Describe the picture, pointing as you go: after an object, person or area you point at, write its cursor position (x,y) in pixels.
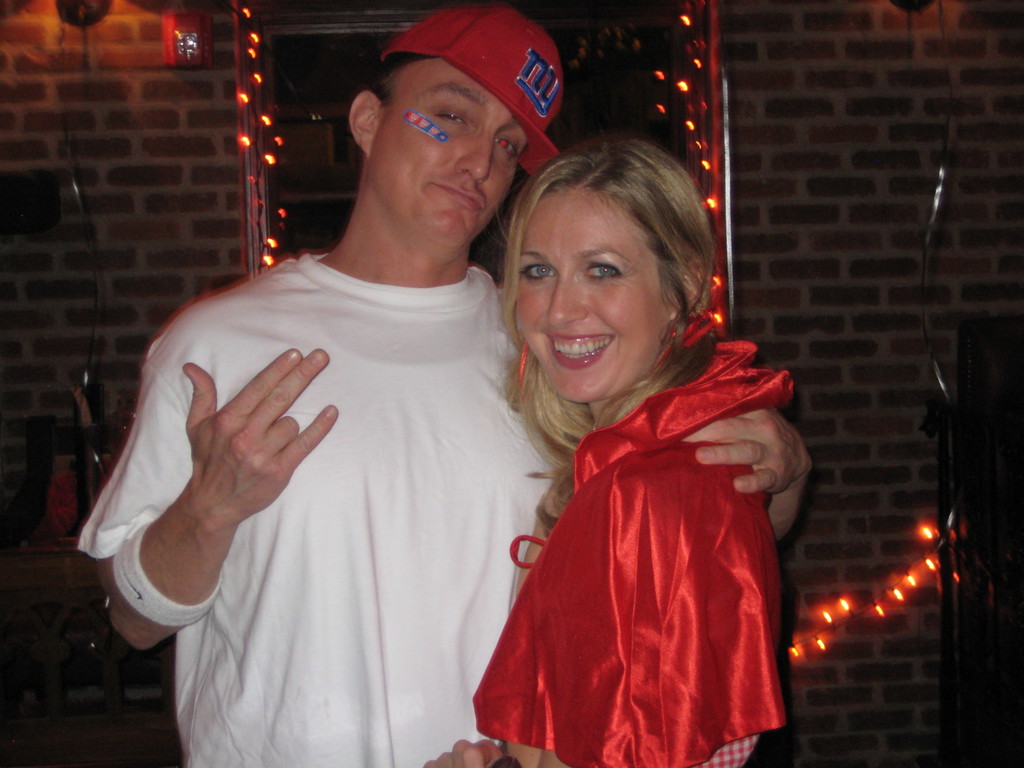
In this image we can see a man (521,503) and a woman (558,554) holding each other. On the backside (328,209) we can see a wall (124,270), a mirror (290,231) and some lights (273,237).
